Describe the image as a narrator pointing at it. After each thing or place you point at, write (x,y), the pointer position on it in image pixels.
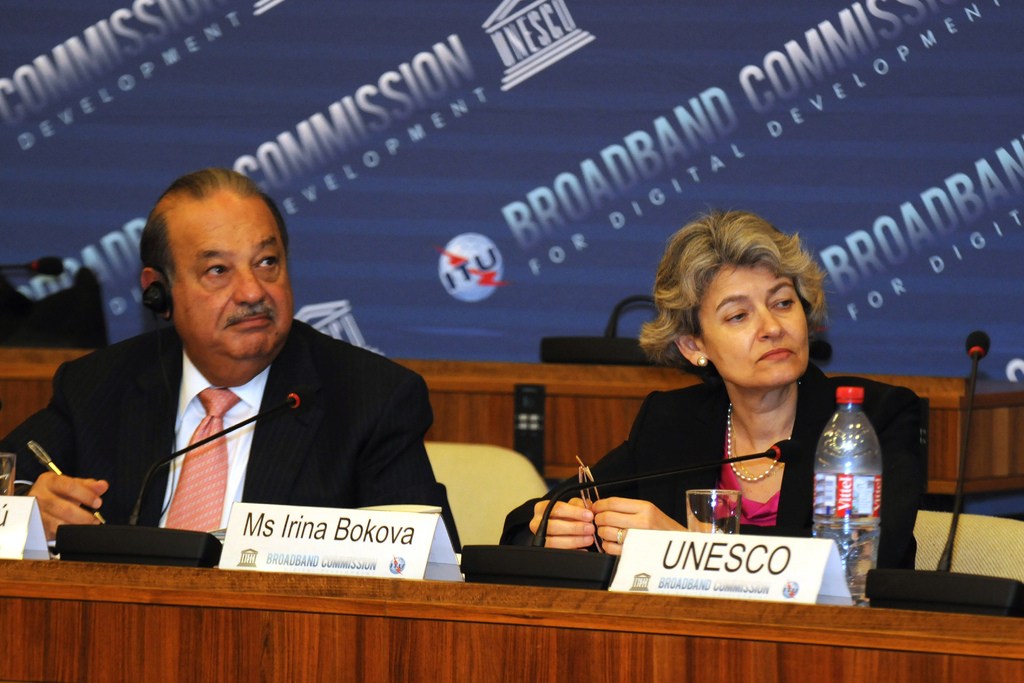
In the background (733,134) we can see a banner (561,288), few objects (72,290) and a wooden table (620,373). In this picture we can see a man (415,471) and a woman (747,441) sitting on the chairs (467,499). We can see a man (118,458) is holding a pen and woman (634,446) is holding spectacles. On a wooden table (593,588) we can see boards (803,571), glasses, water bottle (842,540) and few objects (600,481).
